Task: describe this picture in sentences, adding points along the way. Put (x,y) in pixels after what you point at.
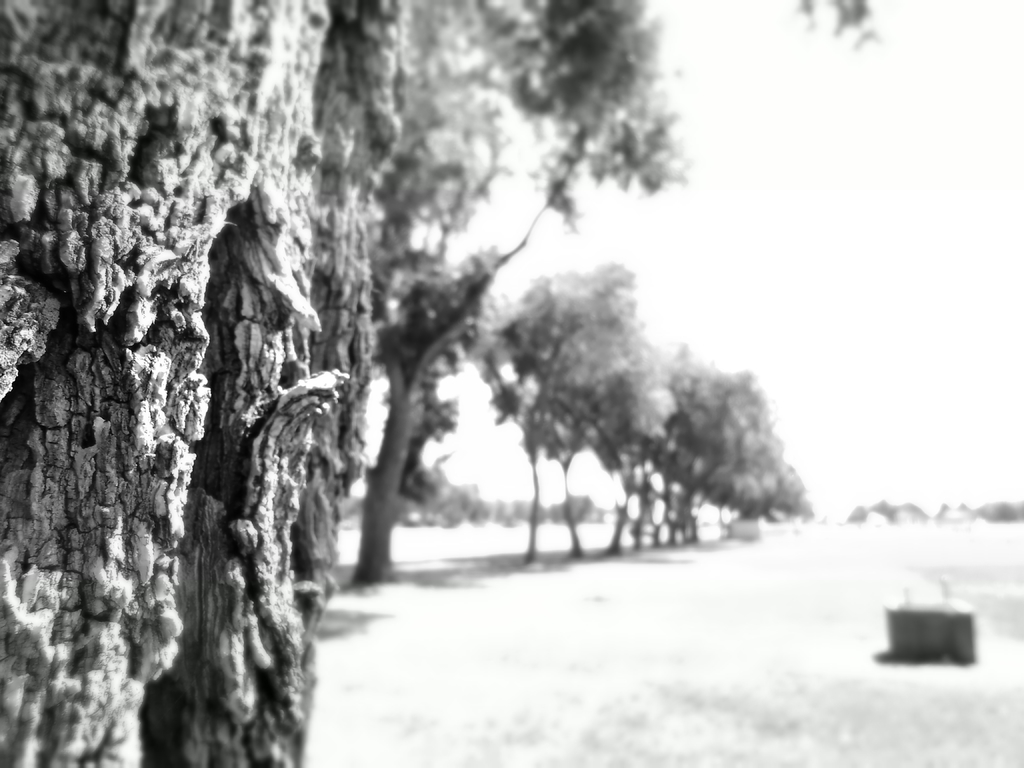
This is a black and white picture, in this image we can see some trees (285,514) and an object (913,615) on the ground (868,593), in the background (811,68) we can see the sky (872,22).
